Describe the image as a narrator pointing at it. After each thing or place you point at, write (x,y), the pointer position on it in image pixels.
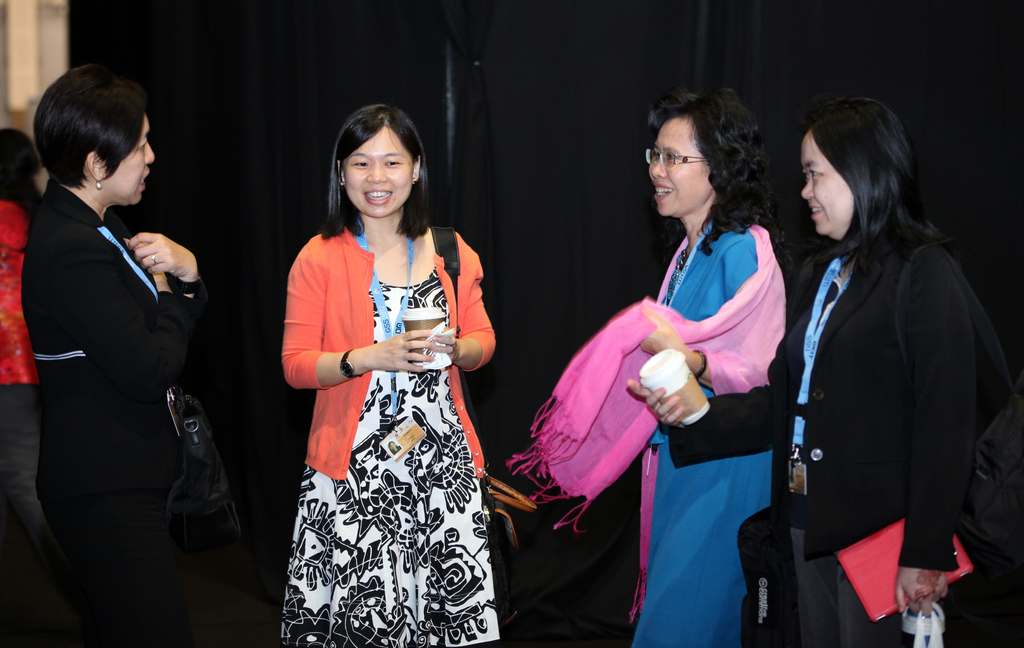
In this picture I can see there are a group of people (424,399) standing and the person (881,504) on the right (824,455) is wearing a black dress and the person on the left (336,505) is holding some objects (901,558) in her hands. In the backdrop (282,528) there is a black wall (381,73).
